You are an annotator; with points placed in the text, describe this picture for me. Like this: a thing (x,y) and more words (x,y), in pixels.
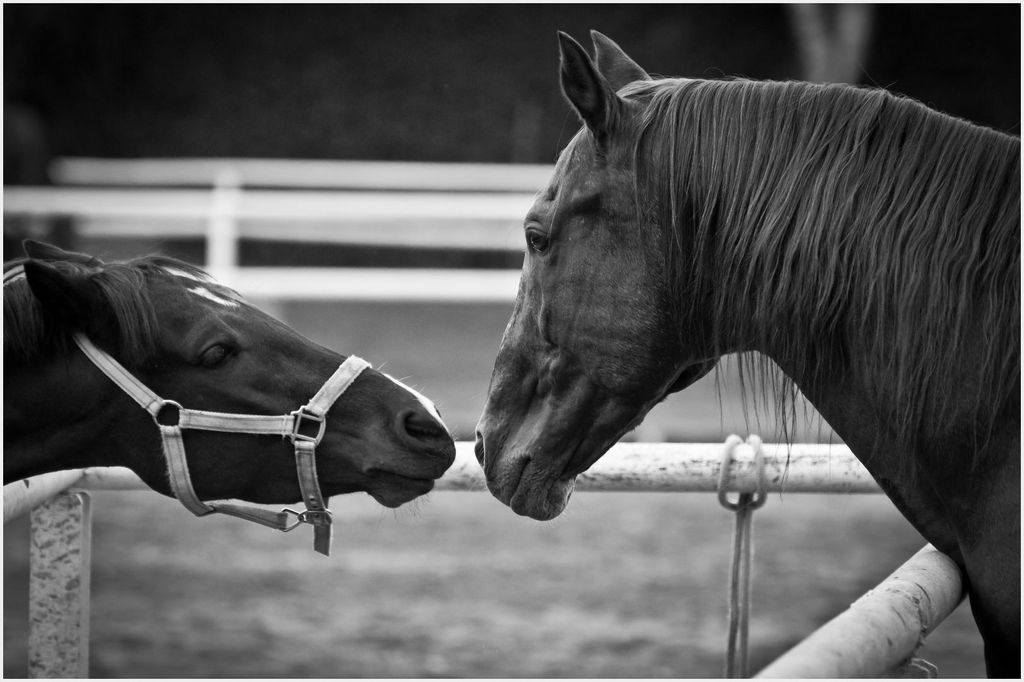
This is a black and white image. Here I can see two horses (383,419) are staring at each other. At the bottom (852,640) I can see few metal rods (861,615). The background (476,59) is blurred.
